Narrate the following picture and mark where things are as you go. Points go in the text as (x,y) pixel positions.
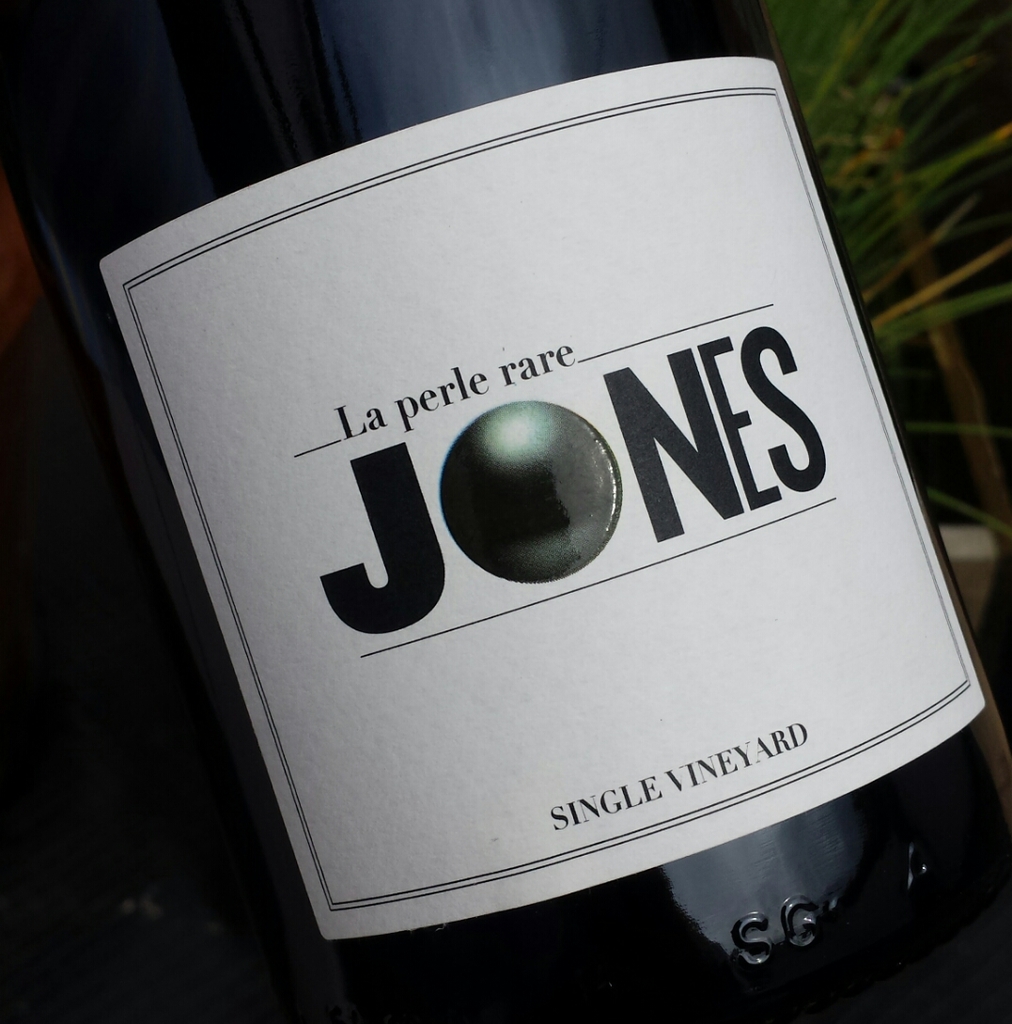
Here I can see a bottle (452,351) on which a white color paper (506,232) is attached. On the paper (444,561), I can see some text (393,558). In the top right (896,223) few leaves (903,235) are visible.
